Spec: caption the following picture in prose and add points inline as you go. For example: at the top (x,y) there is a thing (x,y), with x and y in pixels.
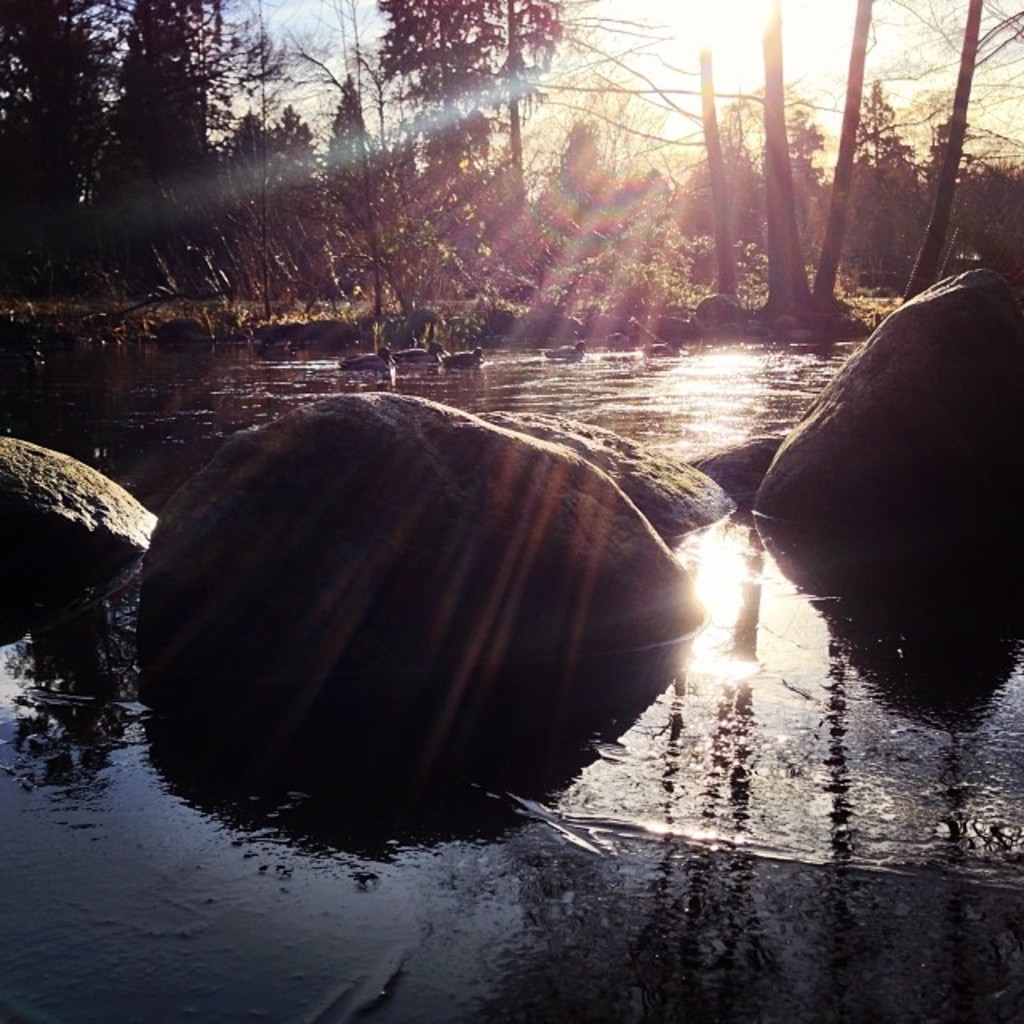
In this image we can see rocks (335,499), water (585,667), ducks (349,365), trees (64,229), plants (428,242), sky (365,32) and sun (696,50).
